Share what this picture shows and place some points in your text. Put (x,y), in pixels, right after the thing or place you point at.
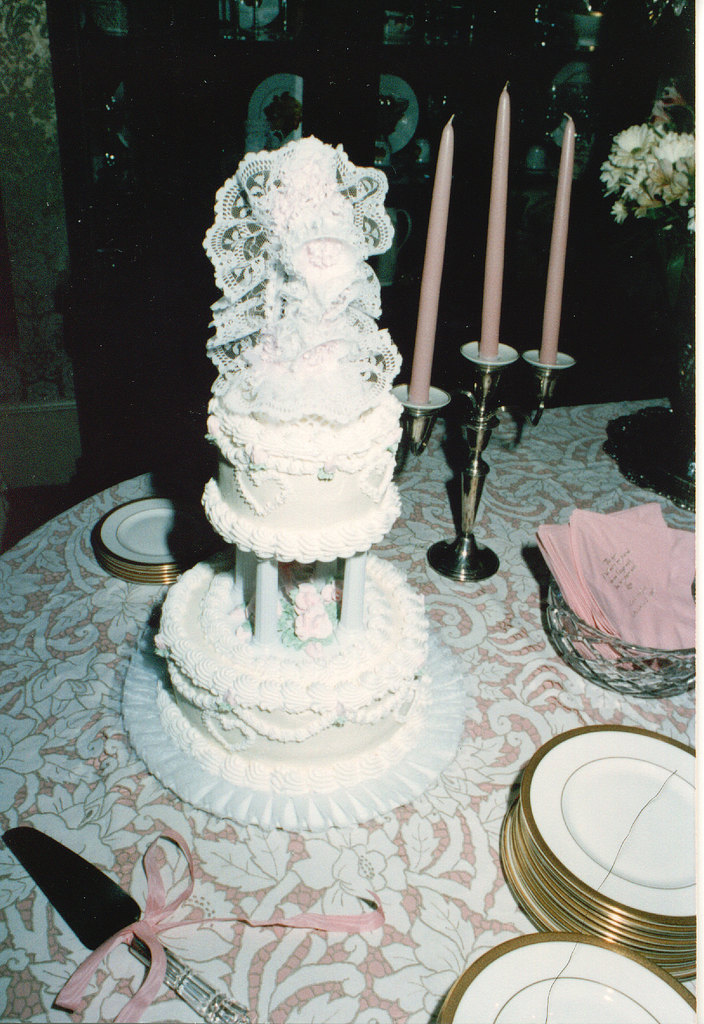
In this image we can see there is a step cake (288,760), plates (546,993), candles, knife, bowl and papers (667,592) in it, flower vase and some objects (655,417) on the table (30,553), the background (15,167) is dark.
